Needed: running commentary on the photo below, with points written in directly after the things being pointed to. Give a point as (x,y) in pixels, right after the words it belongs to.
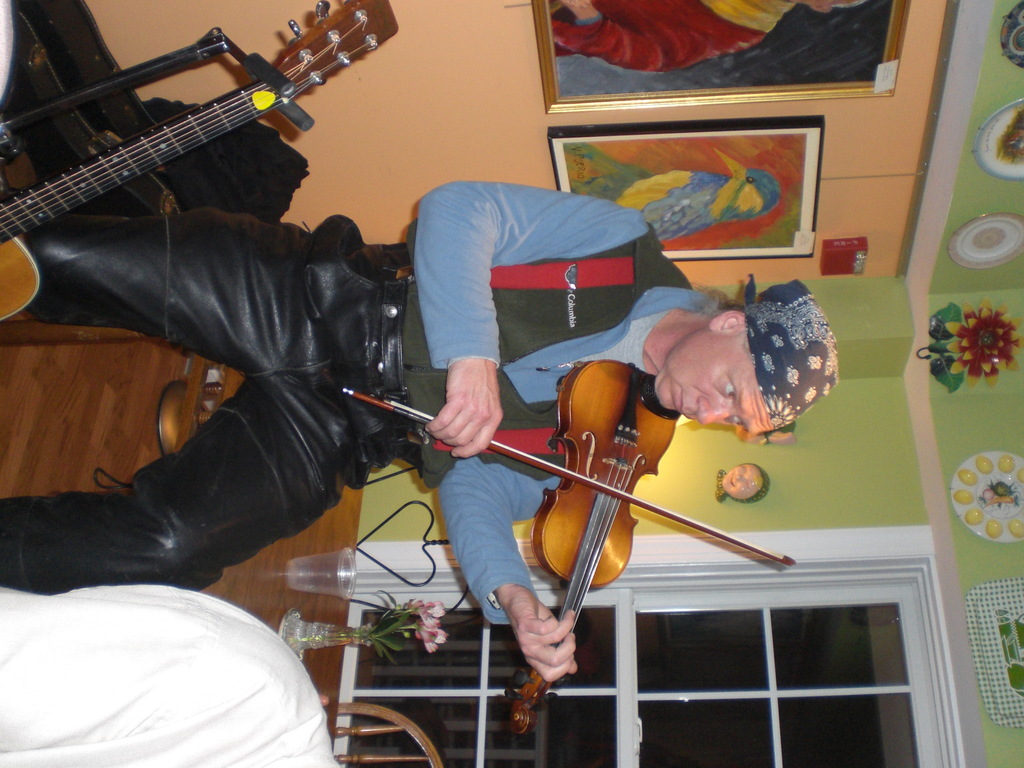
In this image I can see the person (368,373) playing the musical instrument (594,526). To the left (10,297) I can see one more musical instrument (39,201) and the black color objects (57,61). To the right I can see the flower vase (318,640), glass (305,583) on the table (295,593). I can see the chairs (381,731). I can see the frames (589,155), boards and the window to the wall (724,286). I can see few decorative objects (969,231).
